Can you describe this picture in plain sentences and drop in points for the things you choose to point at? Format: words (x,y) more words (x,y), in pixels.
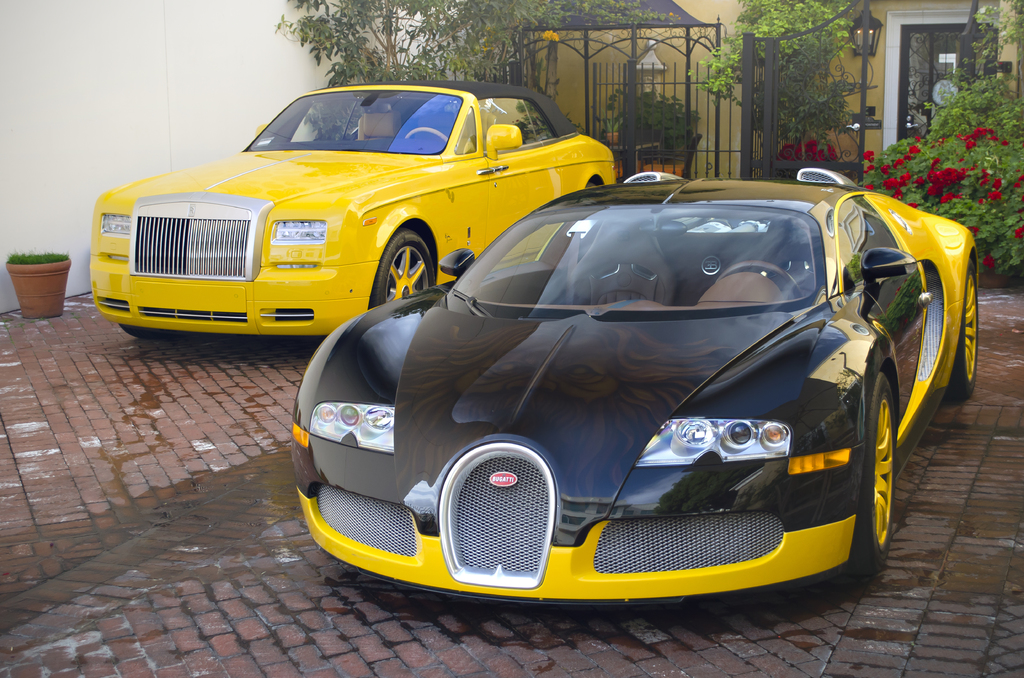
This picture is clicked outside. In the center (496,418) we can see the two cars (490,170) parked on the pavement (213,542). On the left (45,277) we can see a potted plant (57,269). In the background (732,26) we can see the wall (722,8) of the house (676,42) and we can see the metal rods (766,127), flowers (974,134), plants (805,112) and some other objects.
